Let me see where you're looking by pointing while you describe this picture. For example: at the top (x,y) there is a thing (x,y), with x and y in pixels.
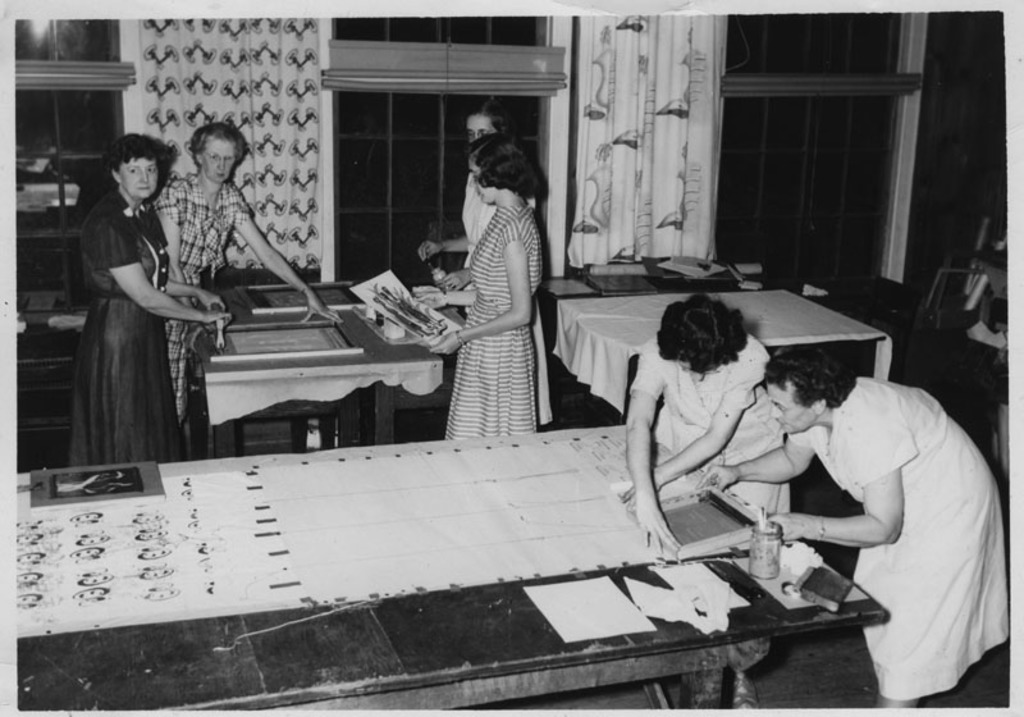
Here we can see group of people (800,443) standing with tables (409,349) in front of them they are doing something on the table (370,457) and behind them we can see curtains (619,142) present.
